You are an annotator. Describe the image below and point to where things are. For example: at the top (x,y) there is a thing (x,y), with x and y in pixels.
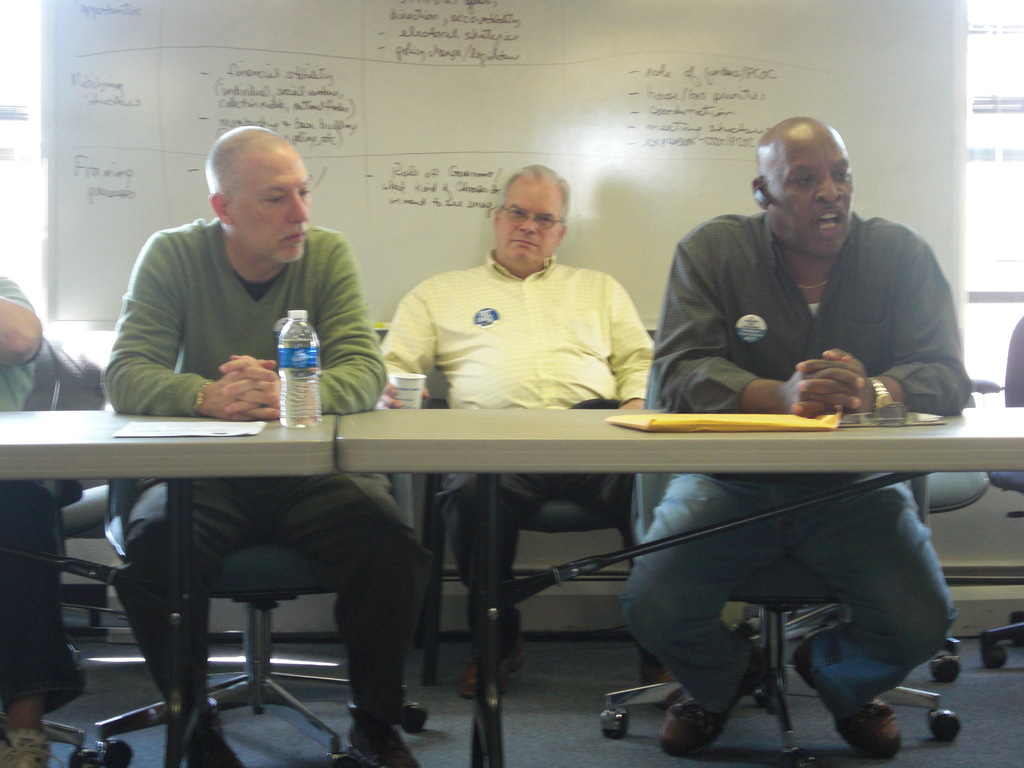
In the picture we can see there are four men (412,336) sitting on a chair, this man (745,289) is talking wearing a watch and blue color pant (700,553). There is a water bottle (295,374) placed on a table (305,452). Back of them there is a white board (426,43) on which something is written on it with black marker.
